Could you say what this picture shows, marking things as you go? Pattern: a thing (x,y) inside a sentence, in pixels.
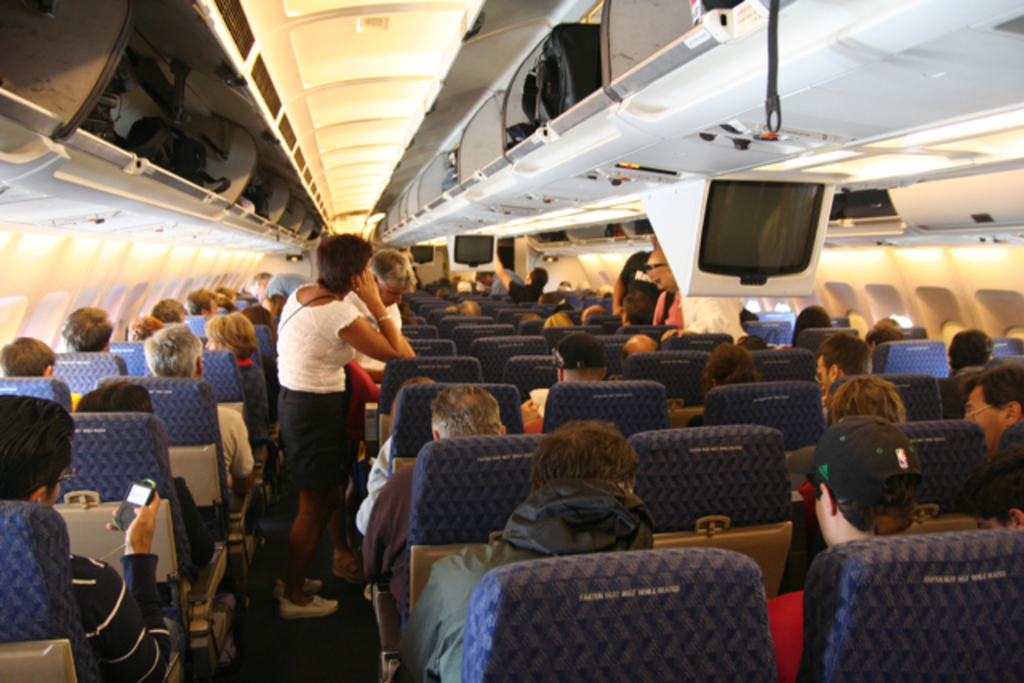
This is the inside view of a plane (474,172). Here we can see few persons (443,429) sitting on their seats (484,296) and few persons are standing and on the left (146,559) a person (128,562) is holding an electronic device (135,520) in his hand (144,522) and in the plane (373,94) we can see three TV's (735,233) lights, bags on the rack (592,231) and some other objects (890,304).
